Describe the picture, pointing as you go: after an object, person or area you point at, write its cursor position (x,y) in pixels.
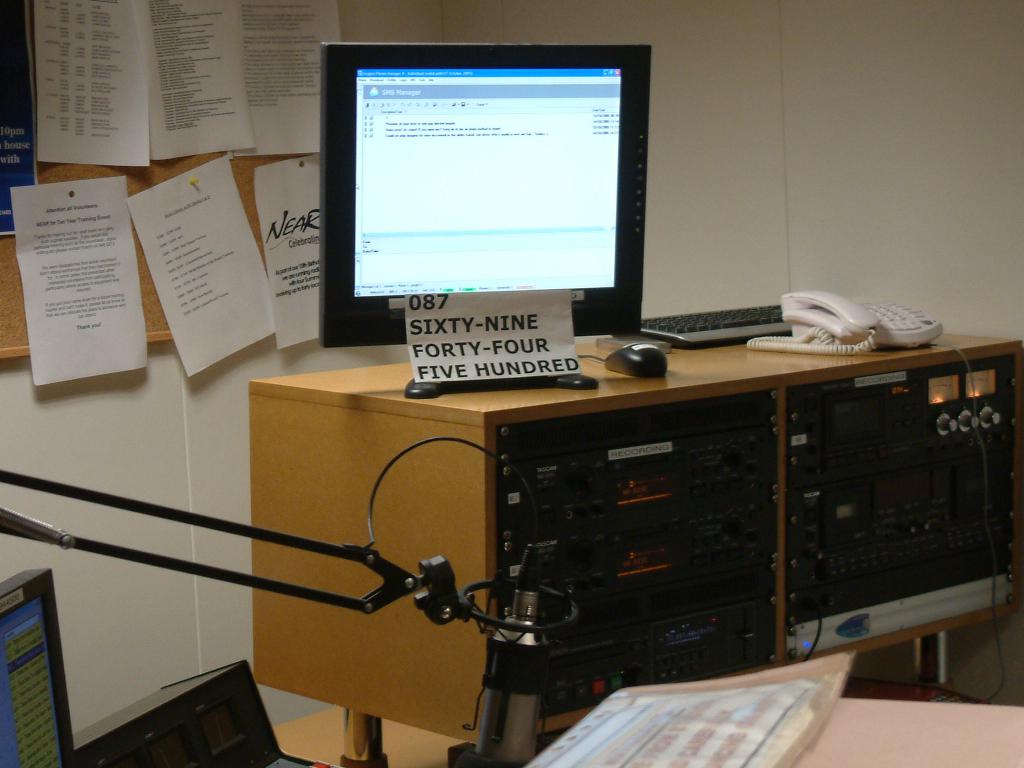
This image consists of a monitor (460,245). It is clicked inside a room (709,507). To the left (97,716), there is a wall (99,467) on which a wooden board (246,174) is there and some papers (286,200) are fixed on it.
